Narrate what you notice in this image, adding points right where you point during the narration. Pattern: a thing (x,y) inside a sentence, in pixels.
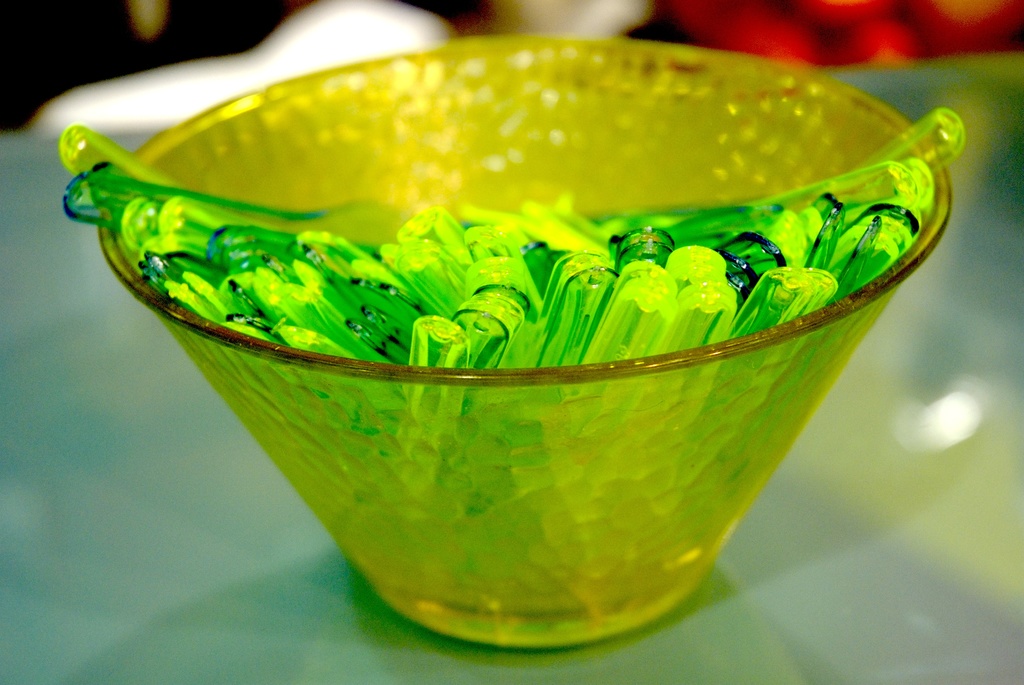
In this image we can see a bowl (588,181) with few objects (564,255) looks like spoons (598,233) on the table (838,447) and a blurry background (850,4).
